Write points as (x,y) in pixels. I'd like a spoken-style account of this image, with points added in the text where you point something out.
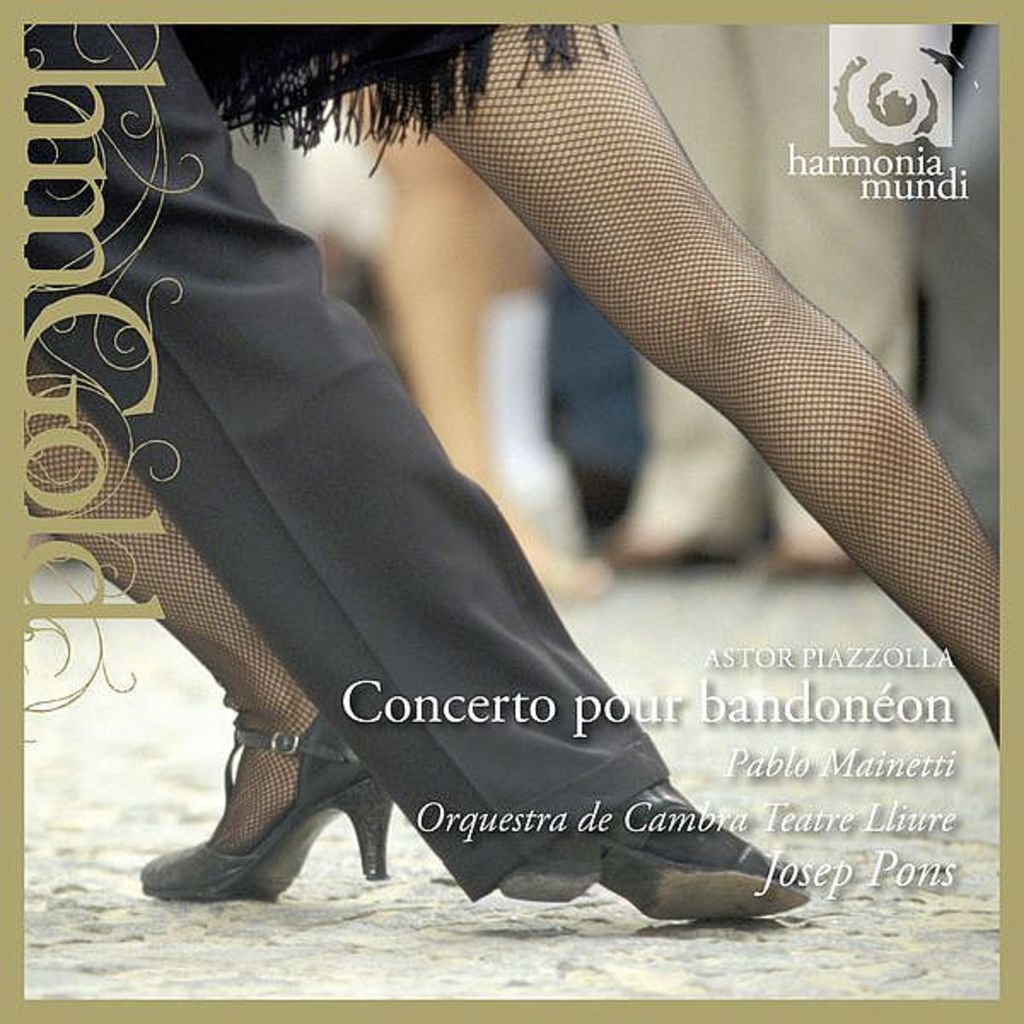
In this image it looks like a poster (490,333) in which there are legs (167,572) of a girl (716,353) and one leg (334,551) of a man (353,565).
